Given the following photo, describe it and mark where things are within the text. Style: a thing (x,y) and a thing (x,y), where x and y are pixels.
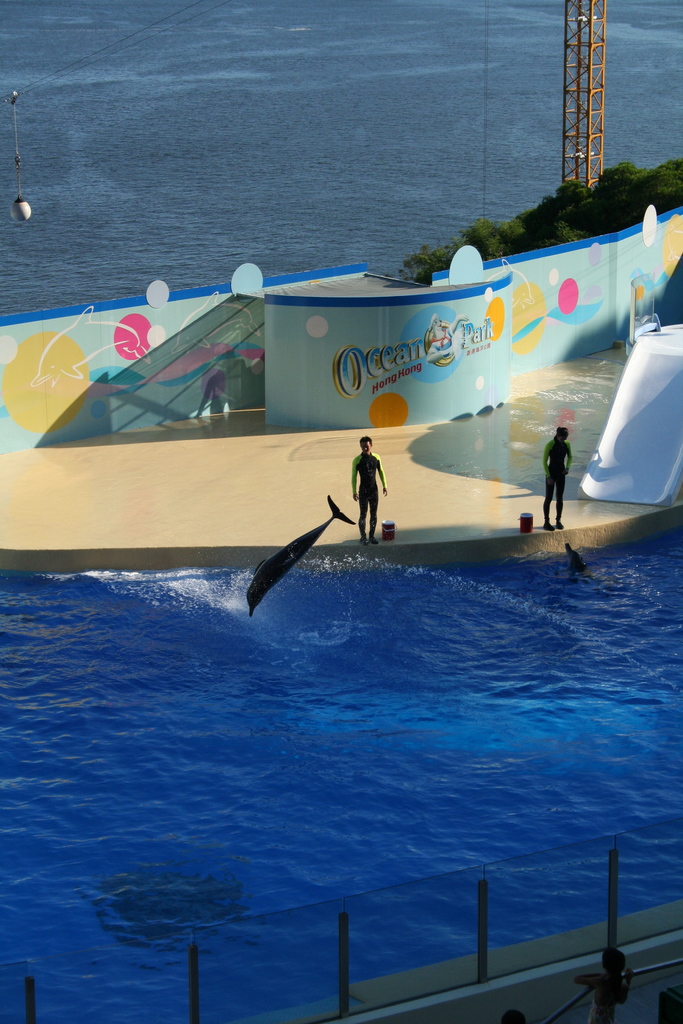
This is a picture taken in the outdoors. It is sunny. This is looking like a stage (300,469) on the stage (300,469) there are two persons (362,470) standing in front of the people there are dolphins (262,582) in water (274,721). Behind the stage (421,338) there is a tower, trees (490,251) and water (155,157).
